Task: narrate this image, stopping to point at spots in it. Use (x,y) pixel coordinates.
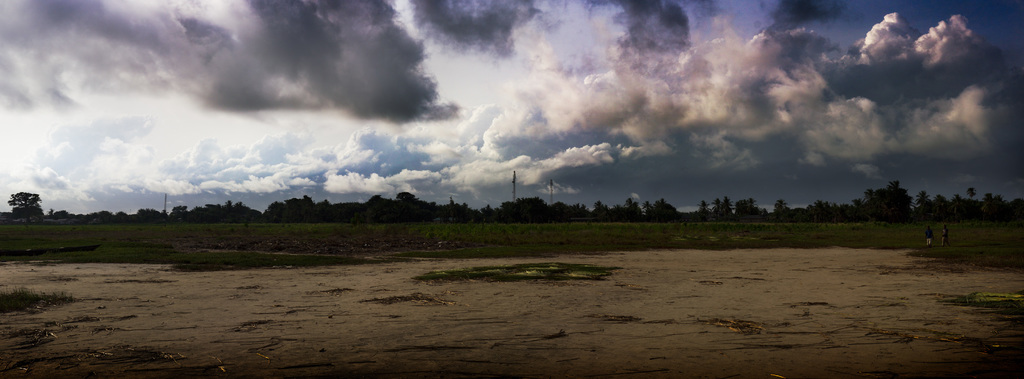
In this image we can see land (190,304). Background of the image (484,213), grassy land (194,237), trees (470,218) and poles (552,190) are there. We can see two people (926,236) are standing on the grassy land (936,247). The sky (436,84) is covered with clouds (560,86).
